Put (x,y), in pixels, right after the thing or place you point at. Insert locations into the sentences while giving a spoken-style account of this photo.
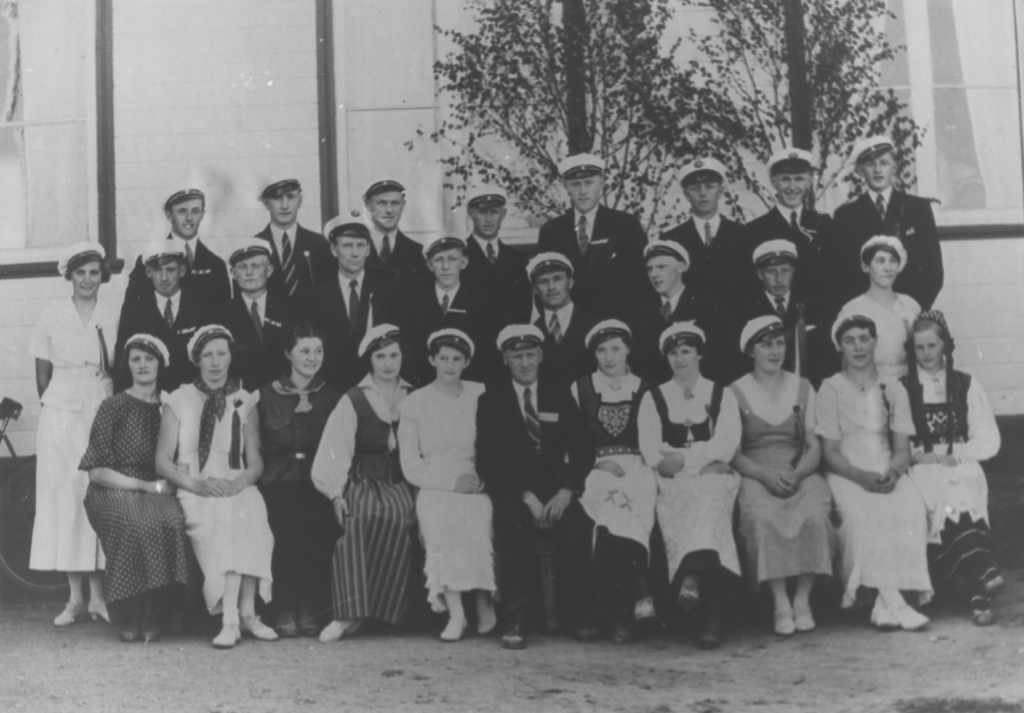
This is a black and white image. Here I can see a crowd of people (555,269) are giving pose for the picture. In the front (290,454) I can see few women (380,432) at sitting on the bench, at the back (396,291) men (407,285) are standing. In the background (695,123) there are two trees (736,83) and a wall (23,306) along with the glass (390,105).
